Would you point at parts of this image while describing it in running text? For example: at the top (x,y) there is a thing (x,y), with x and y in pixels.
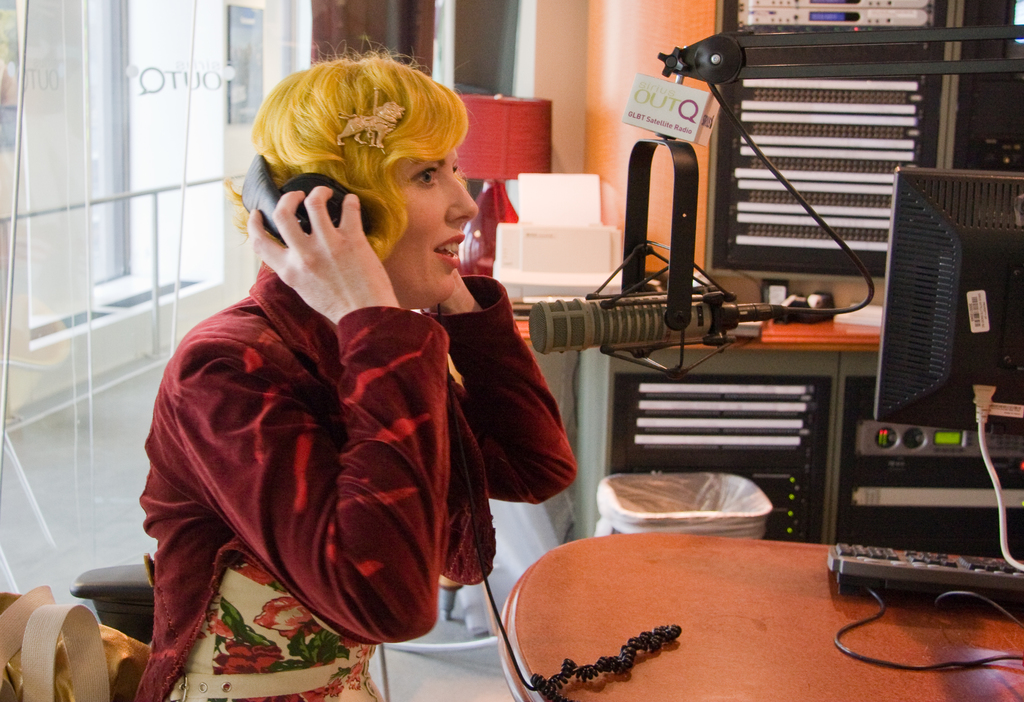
A girl (305,600) is sitting and singing in the microphone (718,327).
